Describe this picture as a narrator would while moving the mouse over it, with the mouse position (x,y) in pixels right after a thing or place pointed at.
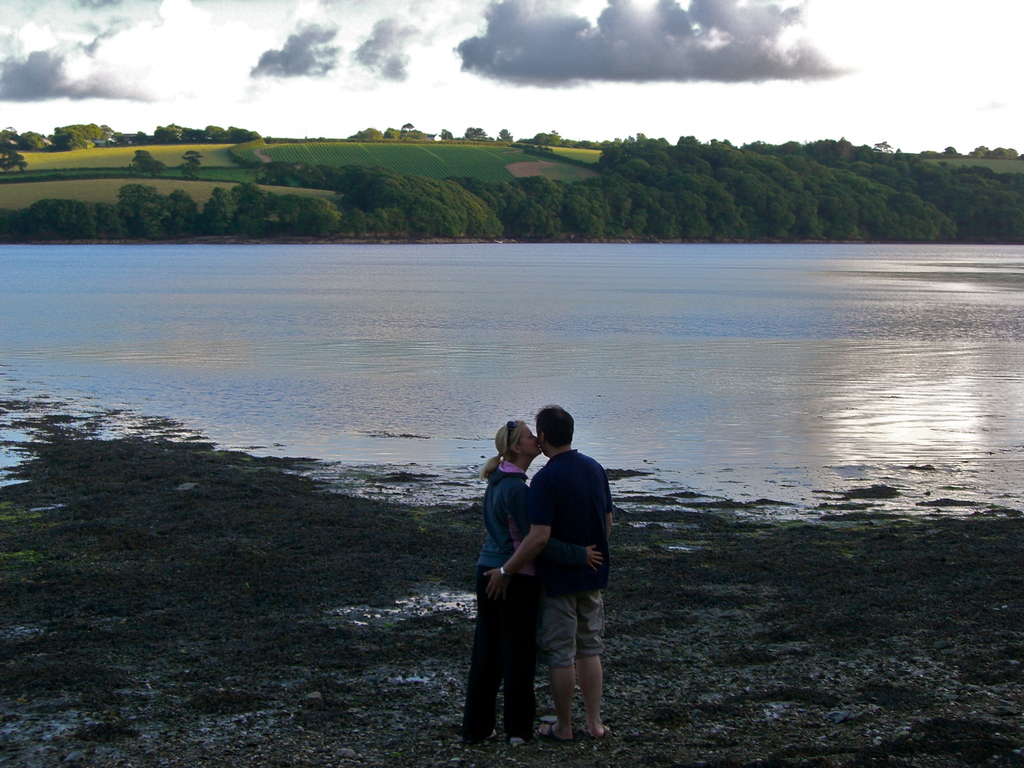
This image consists of two persons (541,657) standing on the ground (423,701). In the middle (666,443), there is water (233,349). In the background (573,223), we can see many trees (639,168) and green grass (252,176) on the ground (514,159). At the top (385,54), there are clouds (405,58) in the sky (498,98).
